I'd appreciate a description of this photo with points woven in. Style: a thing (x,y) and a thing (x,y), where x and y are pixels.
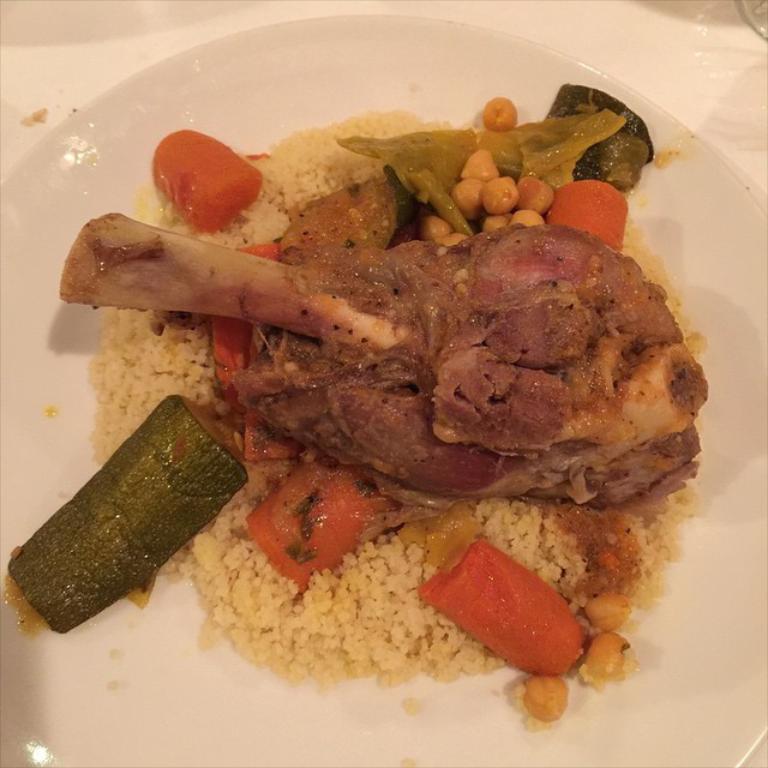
In the picture I can see the food item (645,441) on the plate (708,203) and looks like the plate (670,120) is kept on the table (767,194).
